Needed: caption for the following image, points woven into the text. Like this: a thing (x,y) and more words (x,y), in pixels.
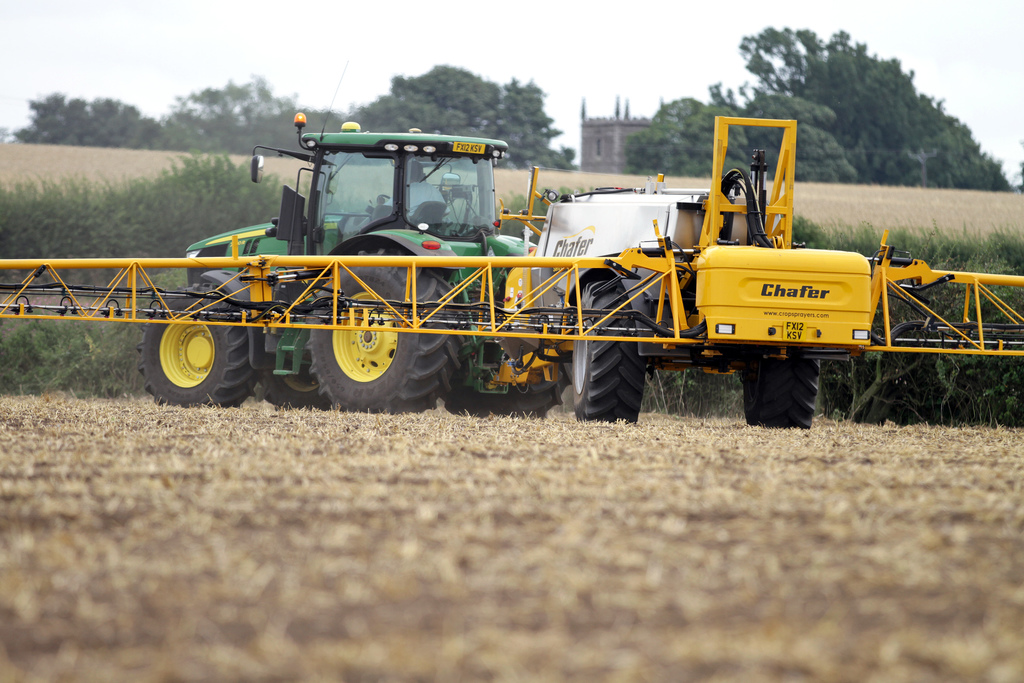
In this image there is a tractor (459,335) in middle of this image (352,237) and there are some trees (176,122) in the background (706,155). there is one building (602,133) at top right side of this image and there is a sky (467,27) at top of this image (476,18) and there are some trees (939,358) in middle of this image (665,379) as well.
